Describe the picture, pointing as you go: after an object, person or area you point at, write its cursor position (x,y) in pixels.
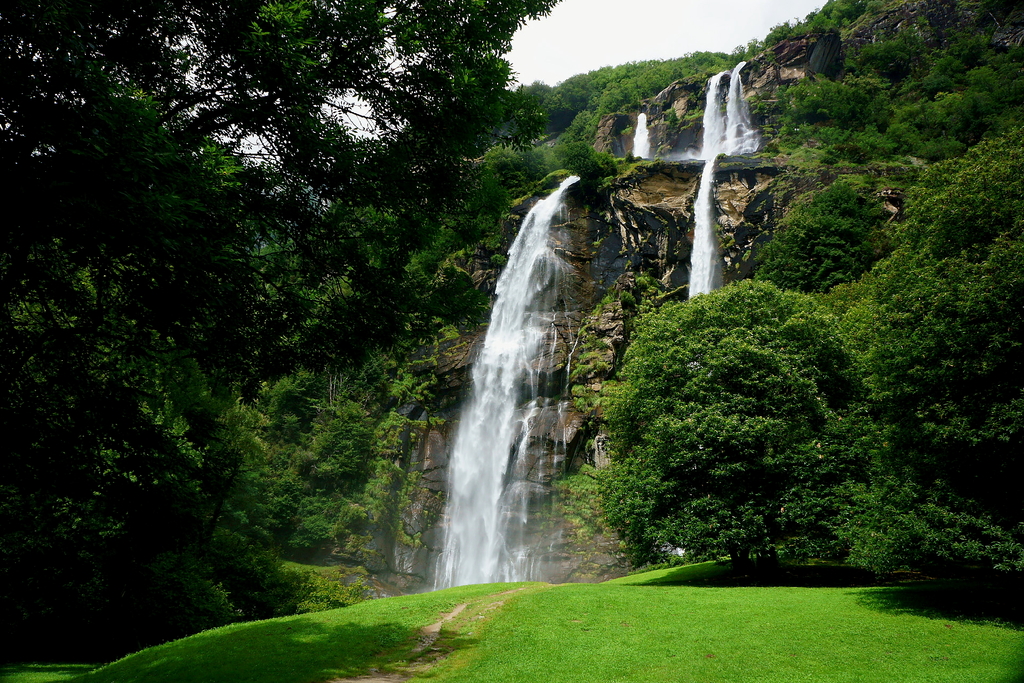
In this image I can see the grass (575,624), the ground (454,628) and few trees (955,516). In the background (476,334) I can see a mountain (699,124), the water (731,102) falling from the mountain (654,178), few trees (703,73) on the mountain (702,88) and the sky (558,20).
